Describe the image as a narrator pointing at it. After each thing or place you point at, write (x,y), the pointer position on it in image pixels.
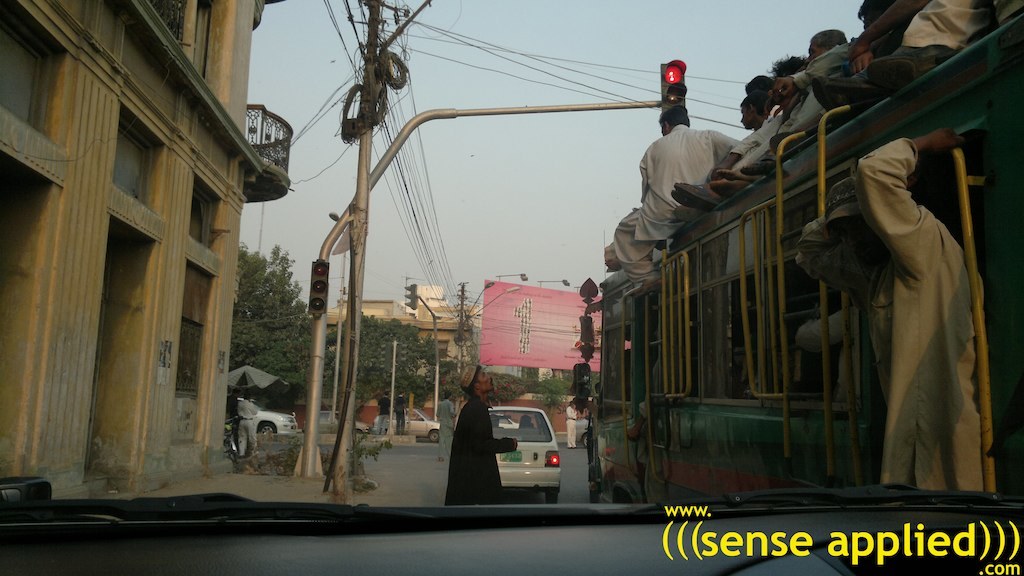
In the given image, I can see a bus (976,284) and people (820,66) sitting on the roof (919,81) of the bus (855,104) after that i can see the person (936,223), Who is standing near the staircase (824,390) and another person (489,388), Who is standing and watching and towards left corner (83,305), I can see a old building (145,171) and a traffic pole (320,294) which includes with signals (676,94), an electrical pole (356,325) with wires (560,70) next i can see a car (520,441).
